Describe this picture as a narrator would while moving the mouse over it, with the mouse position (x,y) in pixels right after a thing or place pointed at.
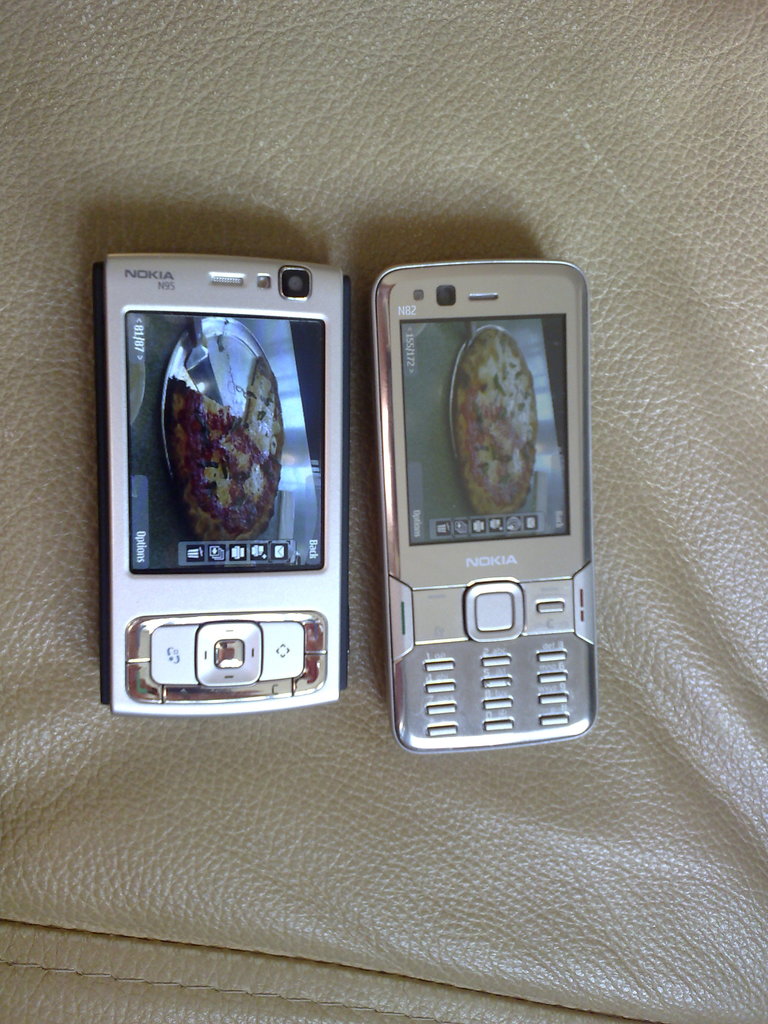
In the picture we can see two mobile phones (325,653) with buttons (553,659) to it which are placed on the leather mat (498,801) with some stitching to it.
